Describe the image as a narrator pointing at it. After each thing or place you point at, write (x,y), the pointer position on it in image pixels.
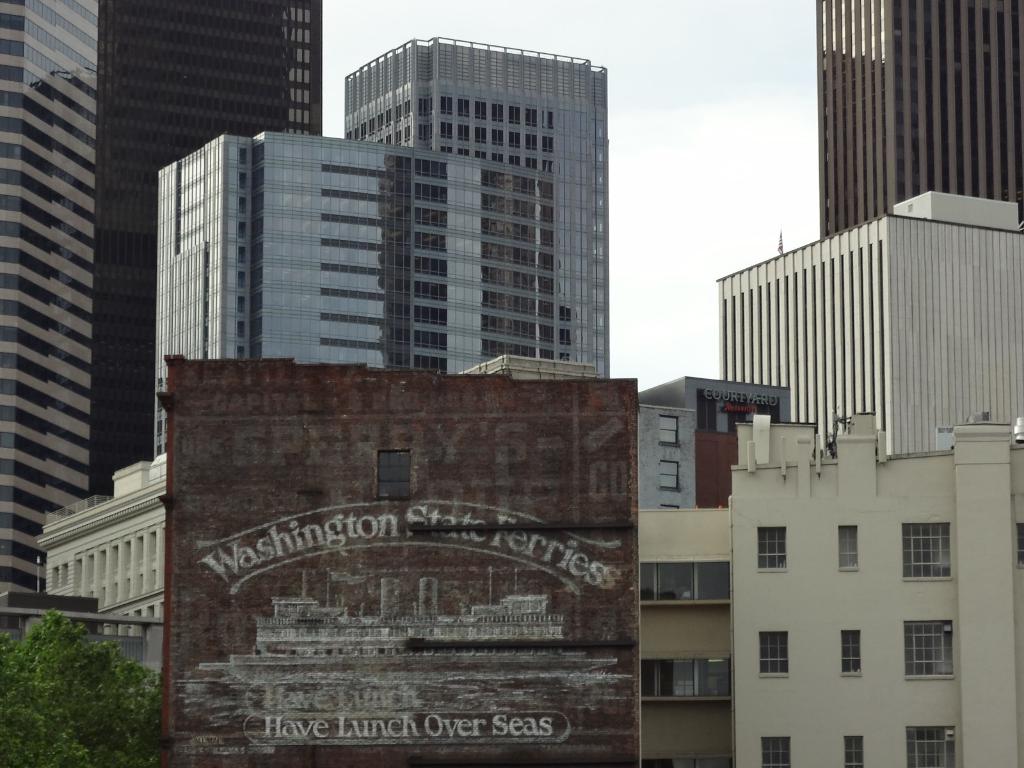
In the center of the image (602,451) there is a board (507,583). Beside the board (522,579) there is a tree (107,646). In the background of the image (618,348) there are buildings (560,103) and sky (747,162).
